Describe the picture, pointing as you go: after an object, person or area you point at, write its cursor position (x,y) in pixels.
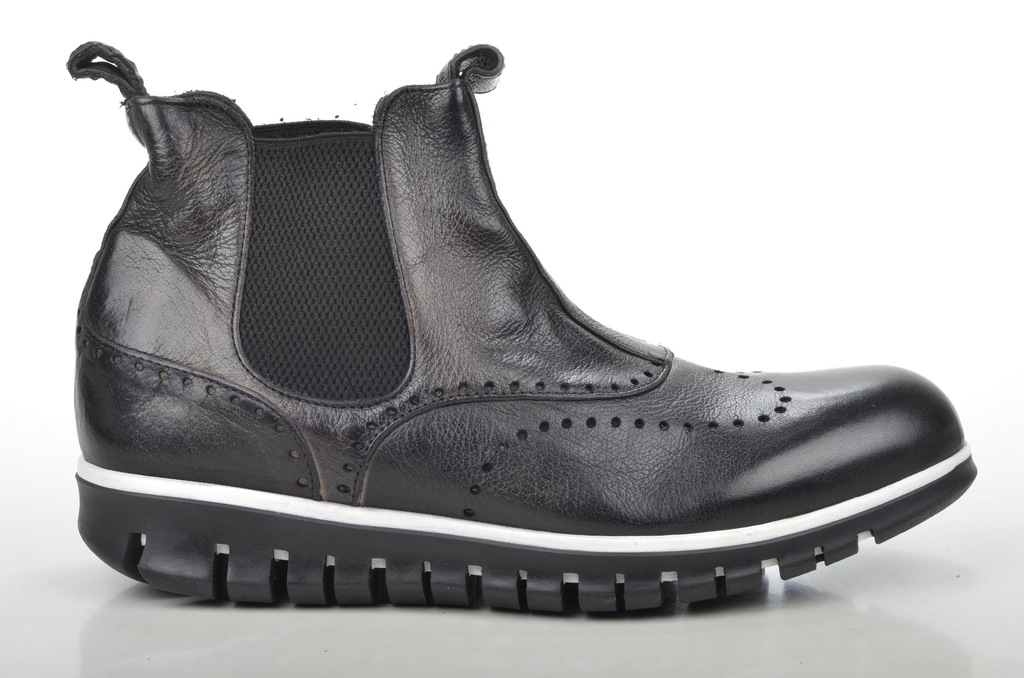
In this image we can see a black color shoe (517,341).
